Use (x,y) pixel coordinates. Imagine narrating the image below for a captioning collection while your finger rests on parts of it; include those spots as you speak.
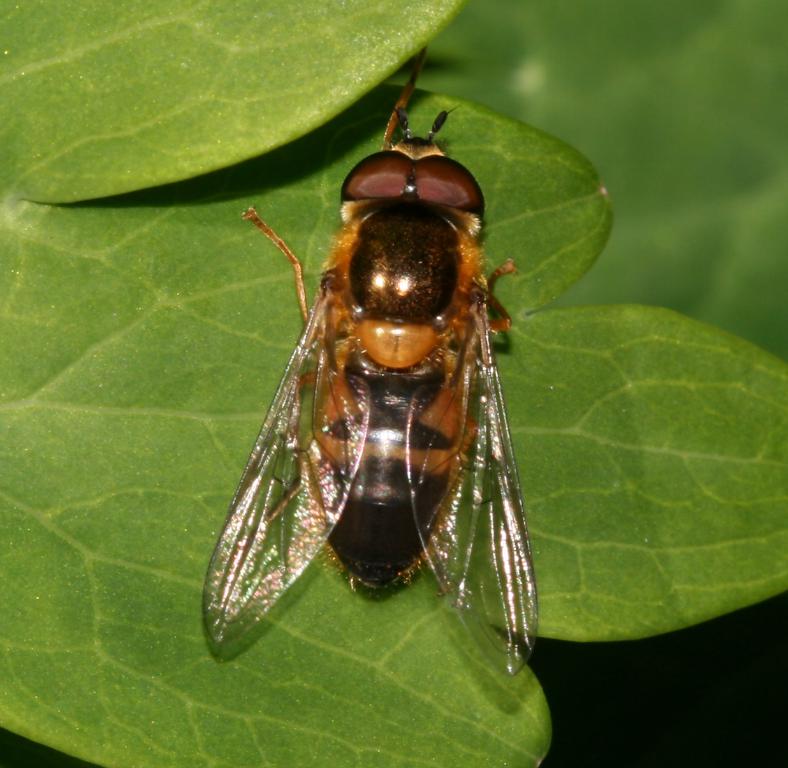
In this image we can see a fly (374,473) on the leaf (531,512).
